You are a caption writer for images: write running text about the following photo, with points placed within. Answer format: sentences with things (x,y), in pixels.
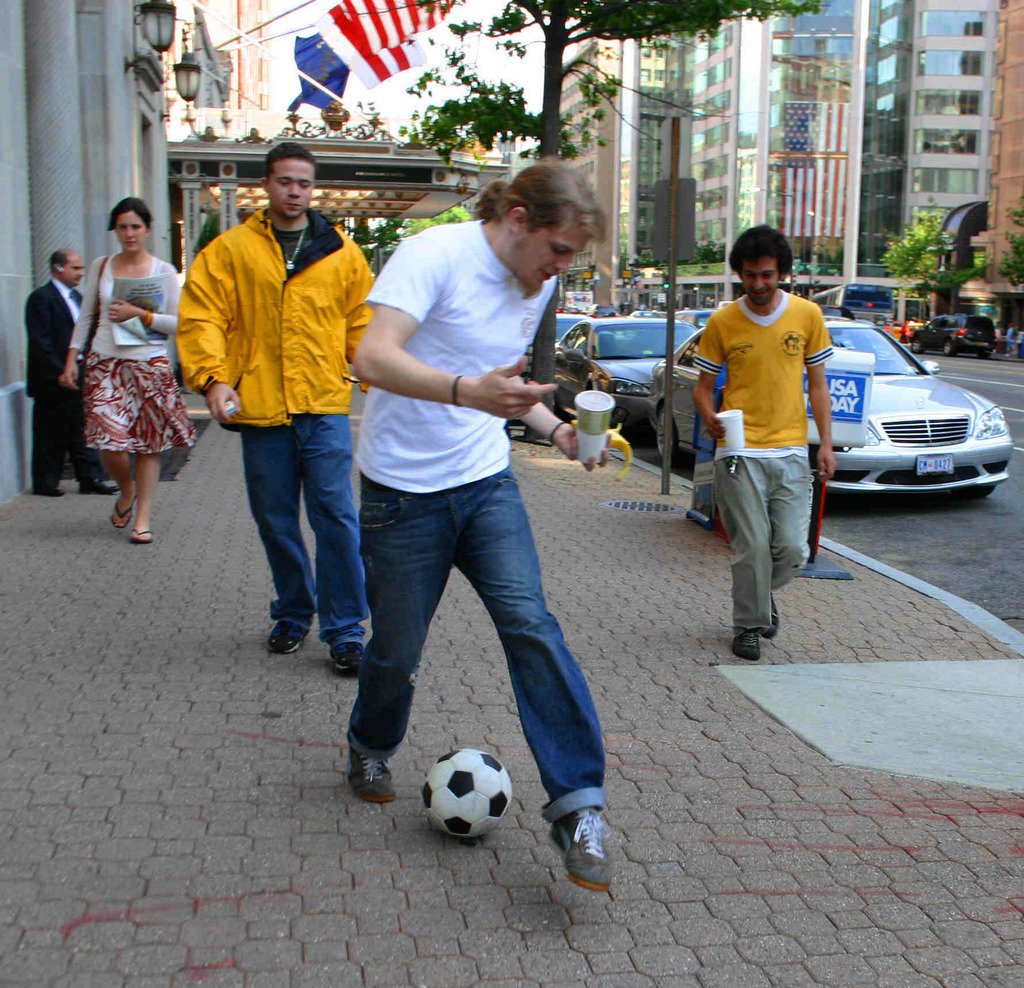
In this picture we can see some people (435,377) playing with ball (504,782) holding glass (601,405) in their hands (507,402) and in background (107,255) we can see woman (92,346) holding papers (128,279) and walking on footpath (117,671), flags (419,24), trees (448,129), buildings (718,104), cars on road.
